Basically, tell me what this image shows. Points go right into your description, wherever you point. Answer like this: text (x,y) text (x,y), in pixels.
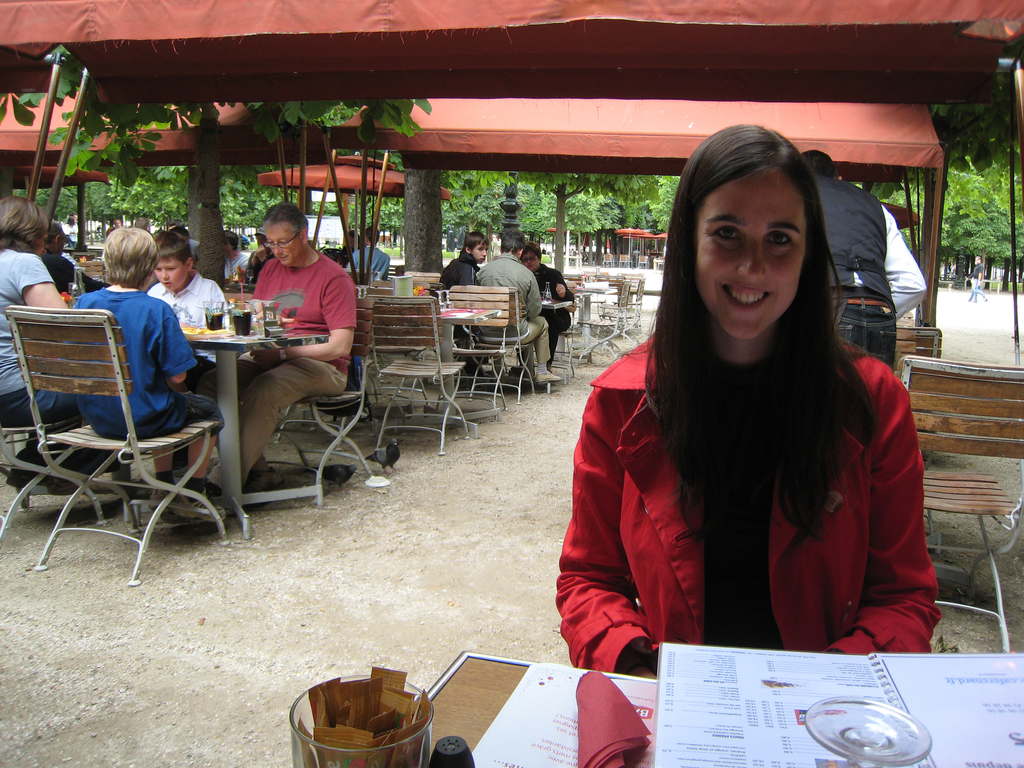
In this image there is a woman (771,287) with a red color coat (581,623) sitting in chair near the table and in table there are glass (433,704), napkin (603,714), paper (515,706), menu card (890,680) and the back ground (296,324) there are group of people (68,243) sitting in chair (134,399) near the table (299,337), a tent (341,173), tree (414,208), chairs (640,305), table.
